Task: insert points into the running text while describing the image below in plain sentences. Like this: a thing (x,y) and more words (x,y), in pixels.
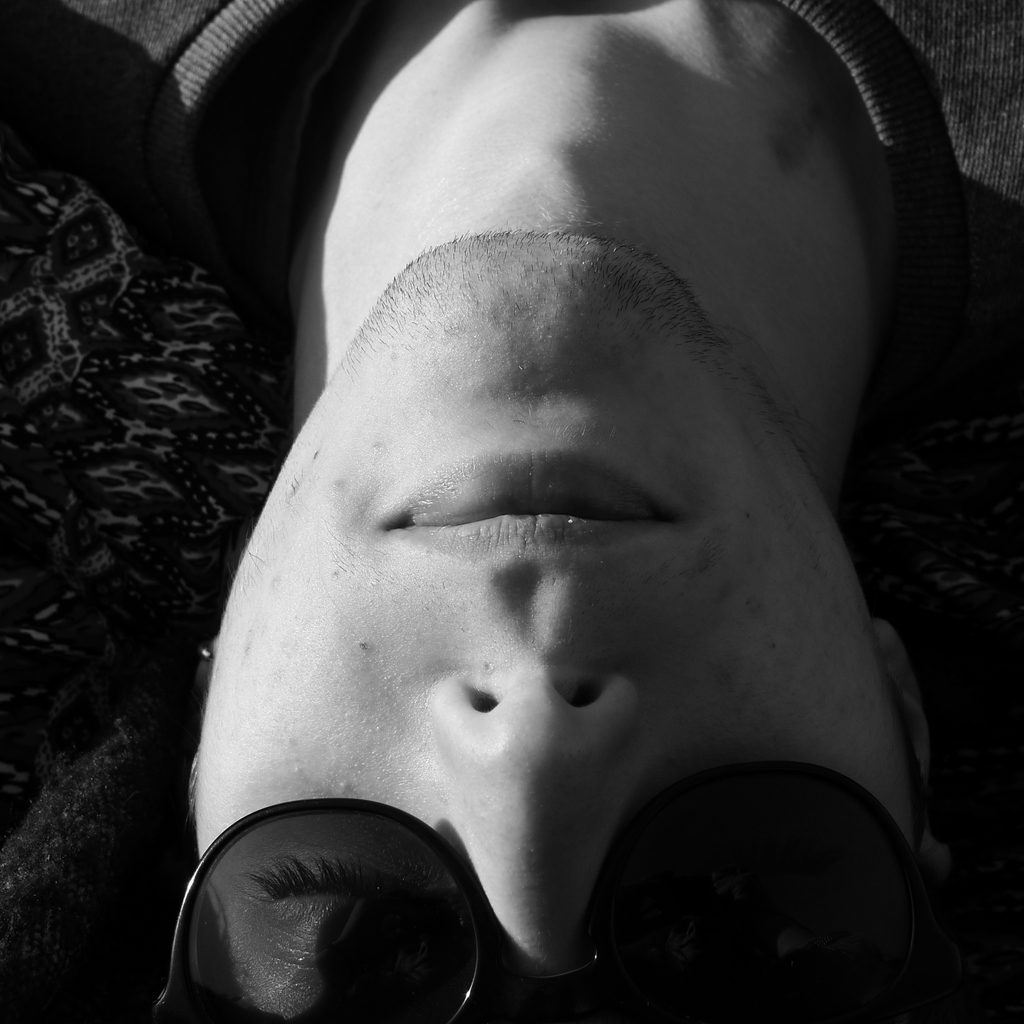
In this image I can see a person head (462,300) and neck (641,116) and person (666,68) wearing spectacle (732,968).
